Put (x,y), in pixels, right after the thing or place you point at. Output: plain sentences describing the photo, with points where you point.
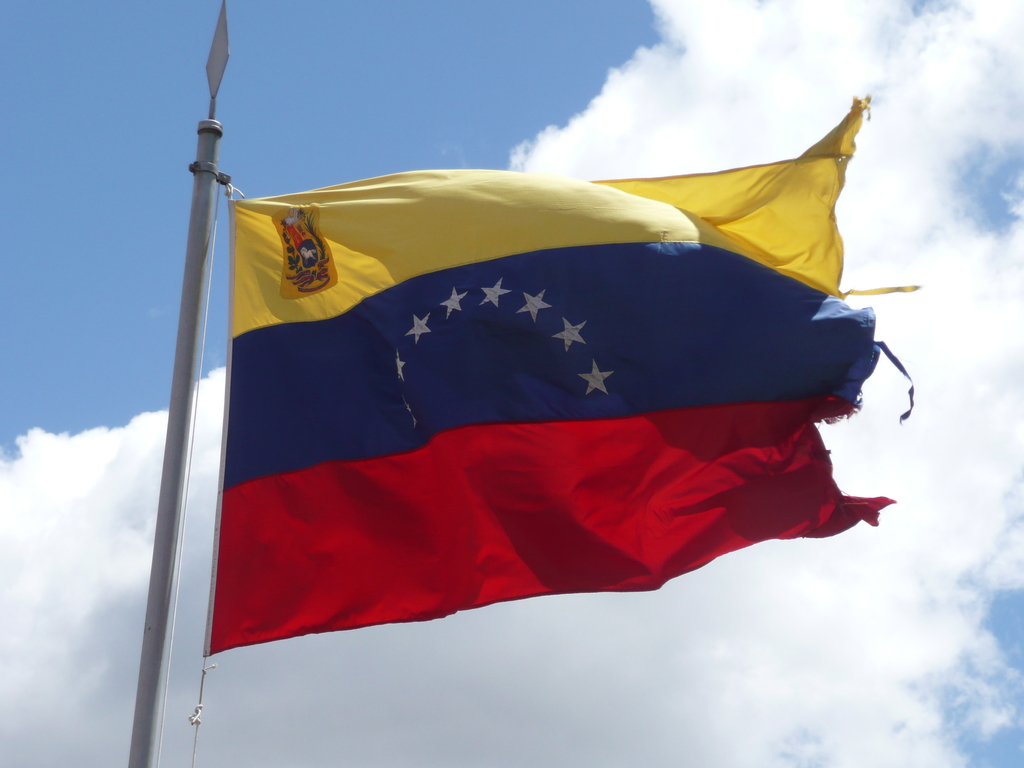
Here I can see a flag (372,341) to a pole (142,666). The flag (287,267) is in yellow, blue and red colors. In the background (505,102), I can see the sky (506,78) and clouds (747,116).
